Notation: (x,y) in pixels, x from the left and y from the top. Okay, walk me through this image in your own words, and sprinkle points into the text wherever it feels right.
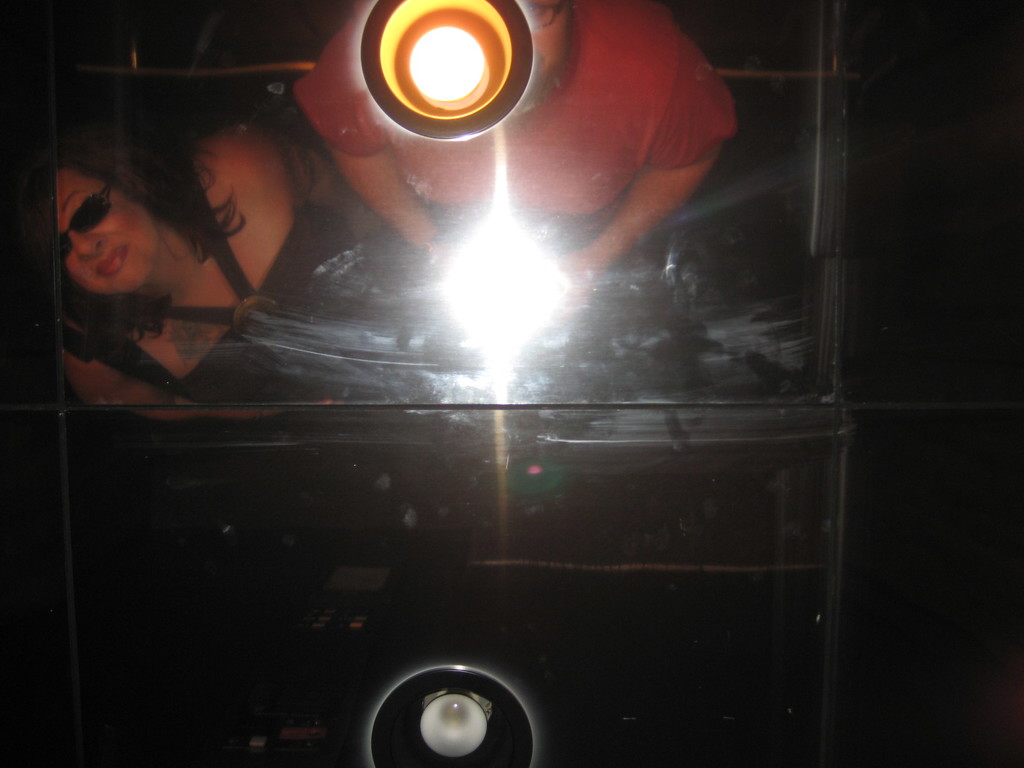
In this image we can see a mirror (504,392) with lights (412,713), in the mirror (537,399) we can see two persons (274,376) and the background (971,25) is dark.
